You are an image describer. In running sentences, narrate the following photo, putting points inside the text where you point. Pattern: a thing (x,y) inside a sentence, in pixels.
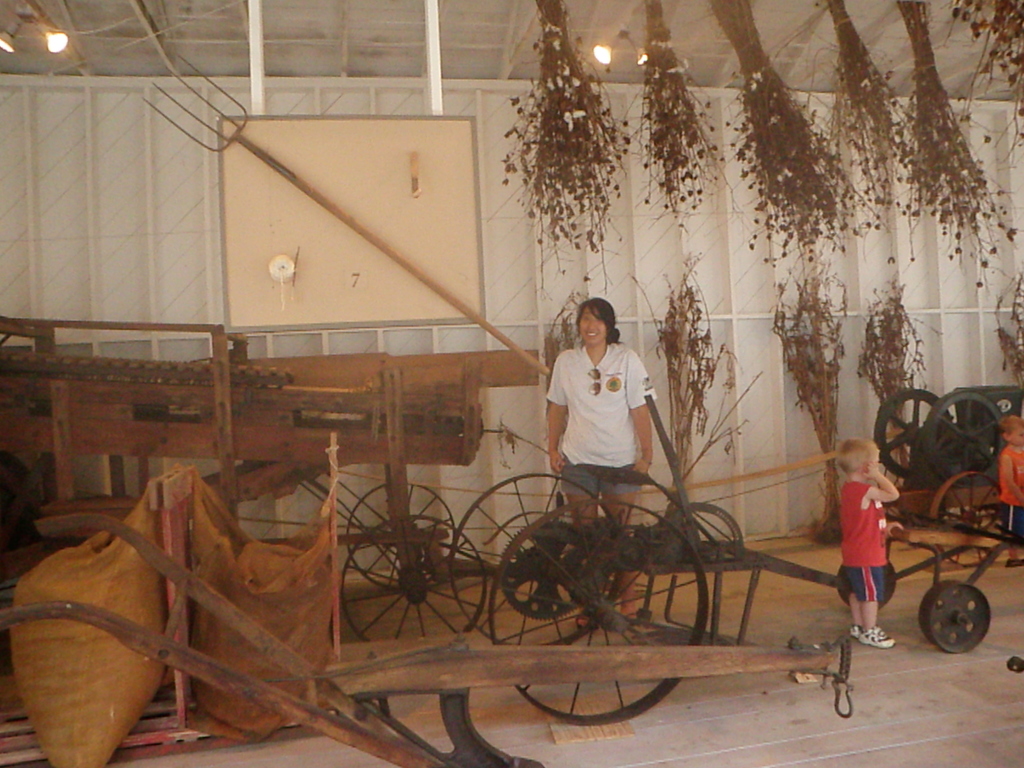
In this picture there is a woman (613,327) standing and smiling and there is a boy (874,575) standing. There are vehicles (771,656) in the foreground (609,594) and there are bags (231,584) on the vehicle (6,553). At the back (561,5) there is a tool (401,262) and there are dried plants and there is a board (386,258) and there is a wall (772,414). At the top (603,56) there are lights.
